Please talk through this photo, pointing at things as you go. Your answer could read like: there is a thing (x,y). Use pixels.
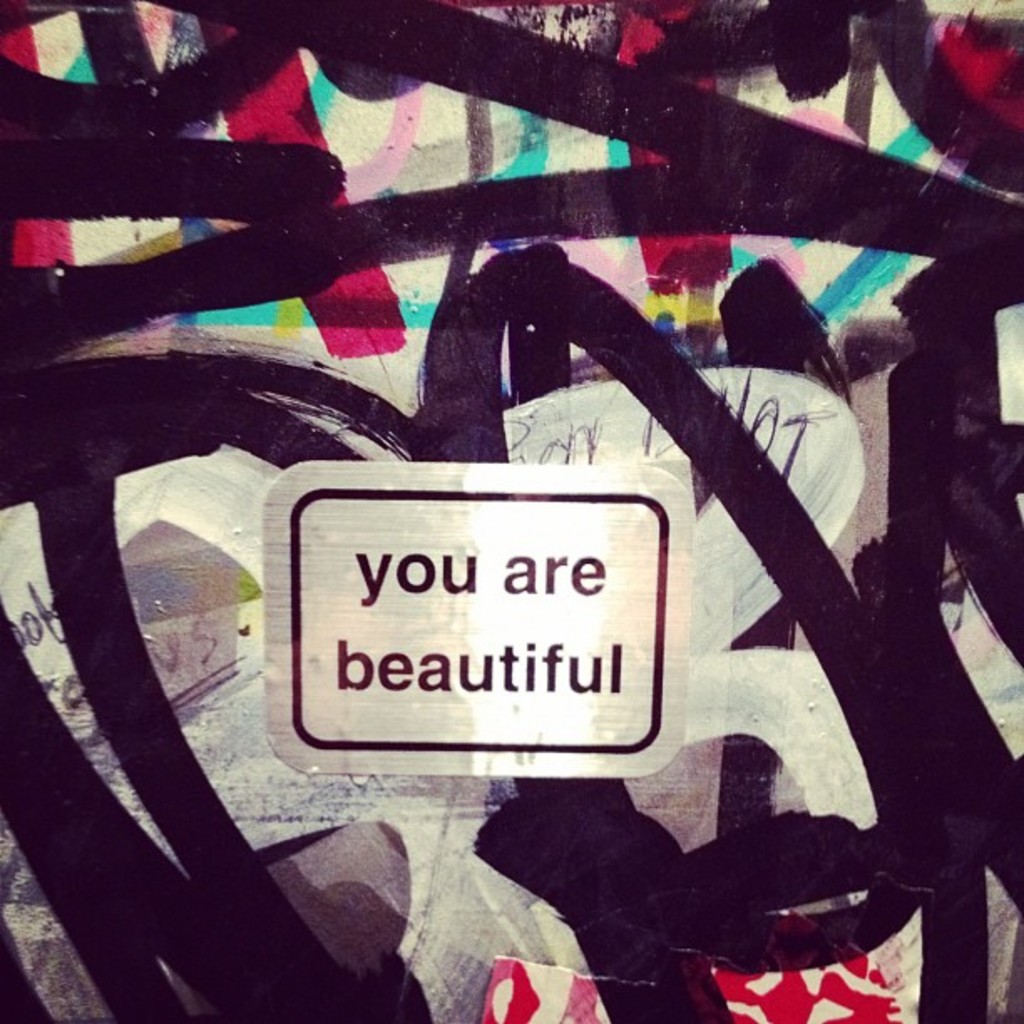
In this picture there is a painting (681,316) in the center of the image (525,625) and there is a label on which, it is written as ''you are beautiful.''
